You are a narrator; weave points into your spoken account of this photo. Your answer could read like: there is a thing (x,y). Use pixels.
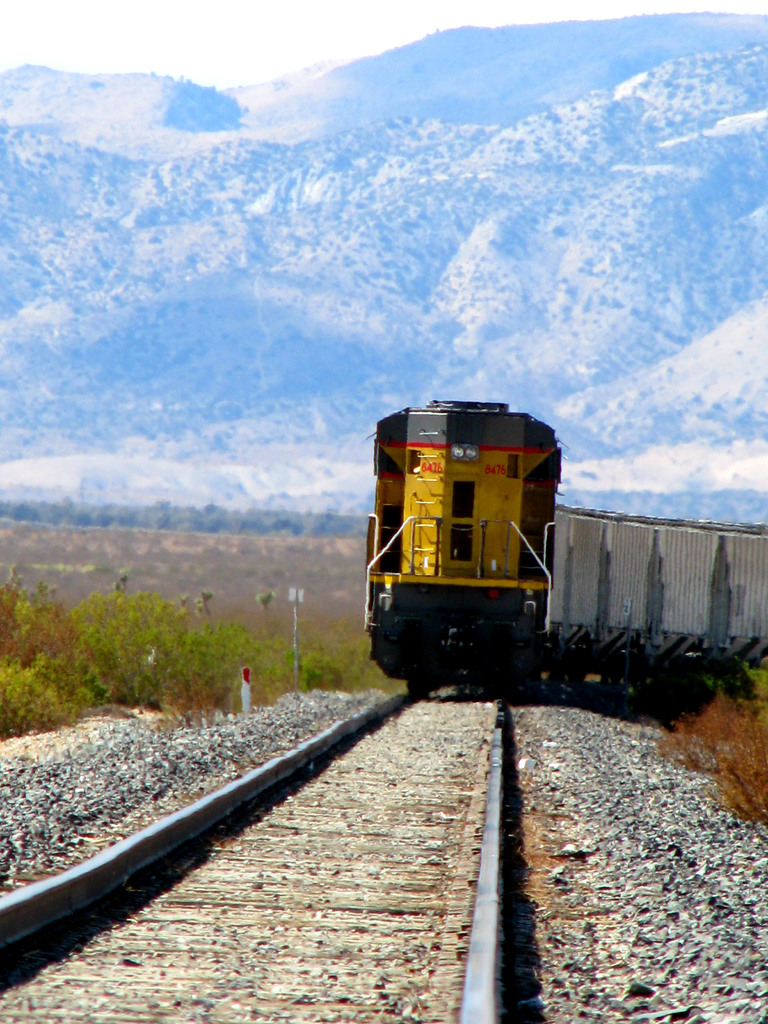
This is an outside view. In this image I can see a train (494,643) on the railway track (358,786). On both sides of the track (399,798) I can see the stones (710,953). In the background (215,643) there are some plants (152,608). At the top (356,216) there are few hills (164,215).
